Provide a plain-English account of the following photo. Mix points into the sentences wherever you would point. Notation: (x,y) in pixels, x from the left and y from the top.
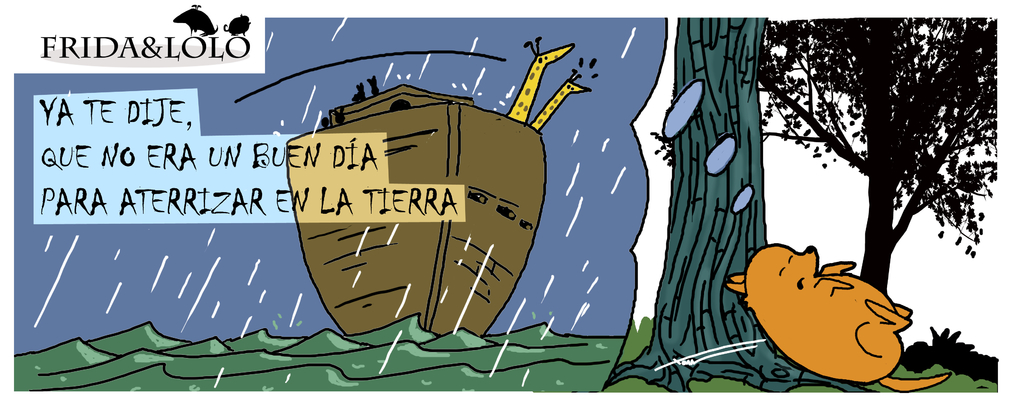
This image is a cartoon. In the center of the image (519,147) we can see a ship (385,318) on the water (408,354). On the right (771,341) there is an animal (814,319) sleeping and there are trees (672,172). We can see text (217,141). At the bottom (742,384) there is grass (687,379).
